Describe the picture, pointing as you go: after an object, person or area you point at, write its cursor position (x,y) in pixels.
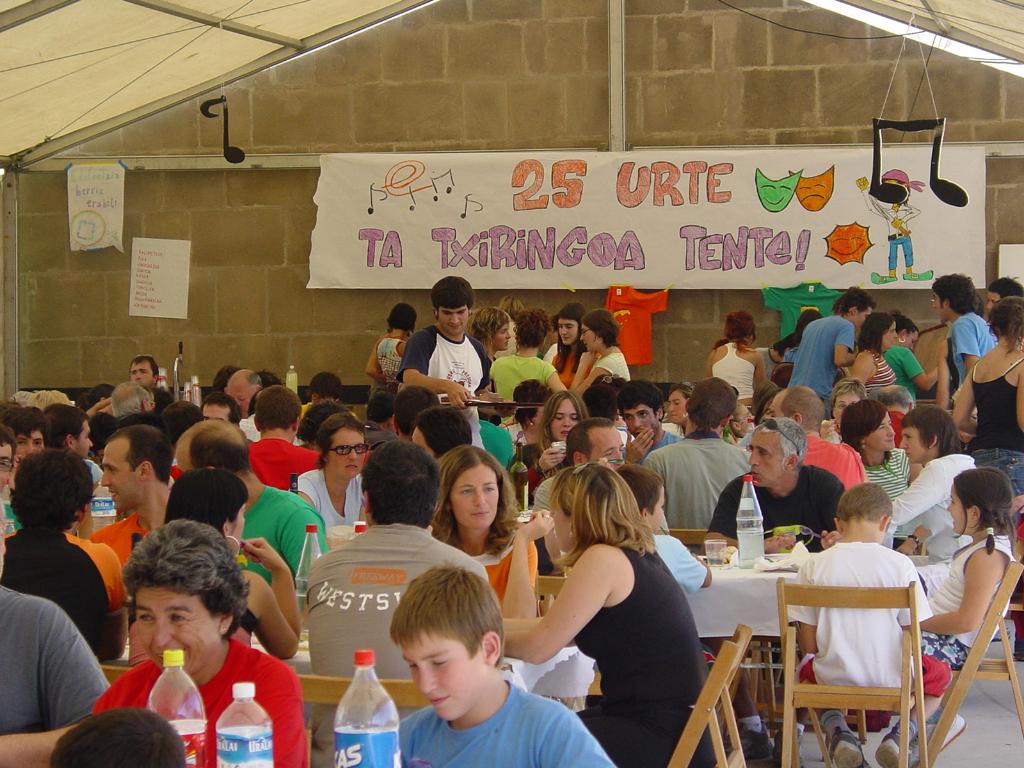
There are group of people (445,451) sitting in chairs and there is a table (731,574) in front of them which has some eatables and drinks (361,703) on it and there are some people (882,368) standing in right corner (917,369) and there is a white banner (687,203) which has something written on it.
